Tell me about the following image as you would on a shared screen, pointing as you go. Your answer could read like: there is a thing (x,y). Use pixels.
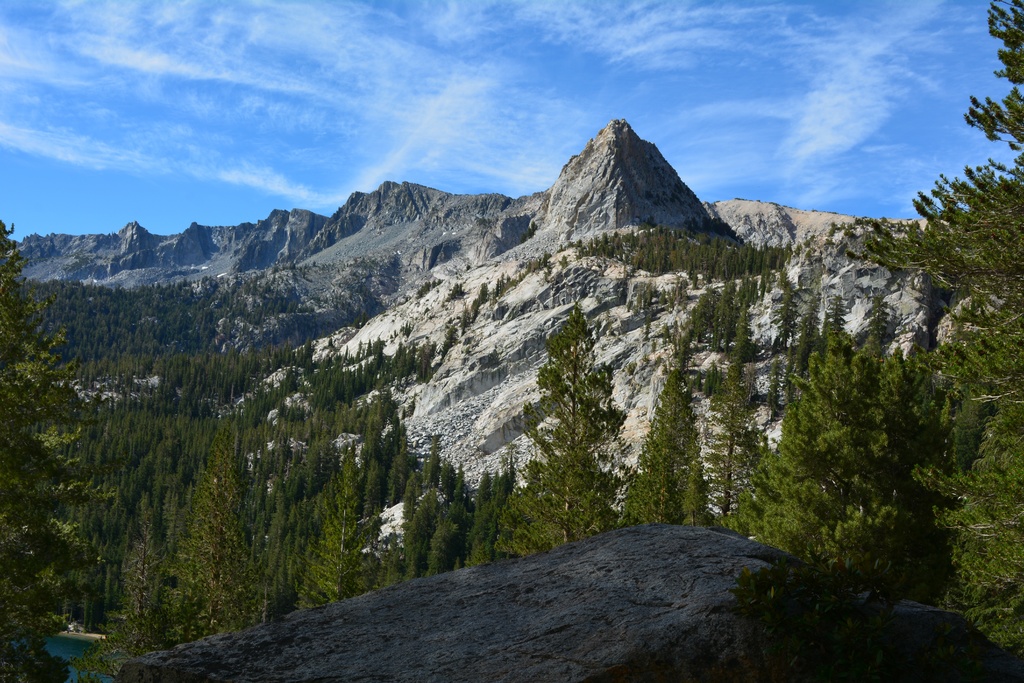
In this image we can see some trees (668,449) and there are some mountains (515,328) in the background (638,193). We can also see the sky (382,130) at the top (753,176).
